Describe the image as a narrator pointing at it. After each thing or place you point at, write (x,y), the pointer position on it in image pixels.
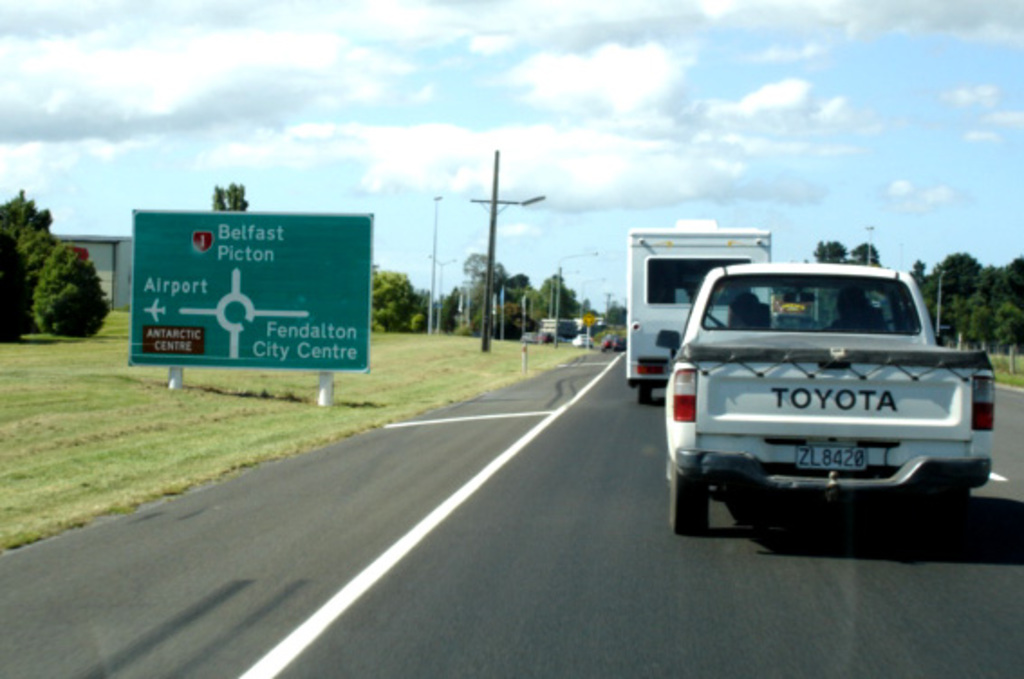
In the center of the image (671,280) we can see vehicles (709,401) on the road (584,389). On the left (222,356) there is a board (332,314) and we can see poles (502,330). In the background (592,261) there are trees (968,284) and sky (576,125).
